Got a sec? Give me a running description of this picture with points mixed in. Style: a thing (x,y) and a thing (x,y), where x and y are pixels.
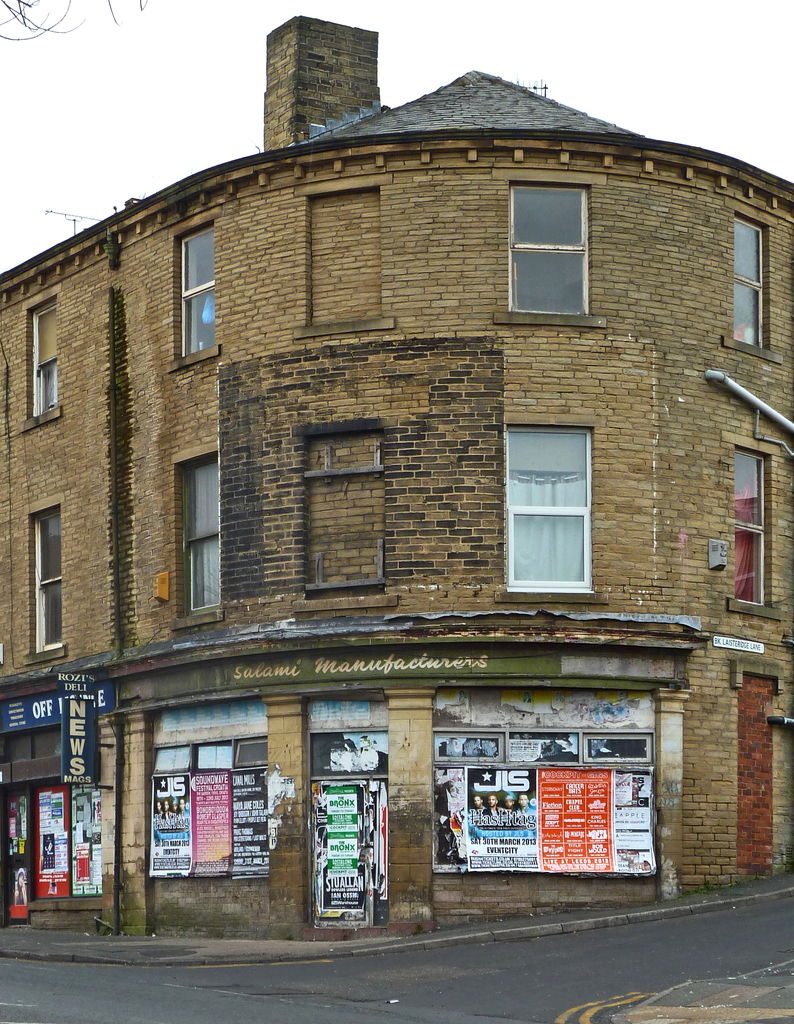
In the picture we can see an old building (717,833) and a shop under it with full of posters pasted to it and on the building (658,818) we can see some windows (186,244) with glasses (528,278) to it and near the building (637,548) we can see a path (690,1006) and a road (638,996) and behind the building (184,220) we can see a sky (782,1).
